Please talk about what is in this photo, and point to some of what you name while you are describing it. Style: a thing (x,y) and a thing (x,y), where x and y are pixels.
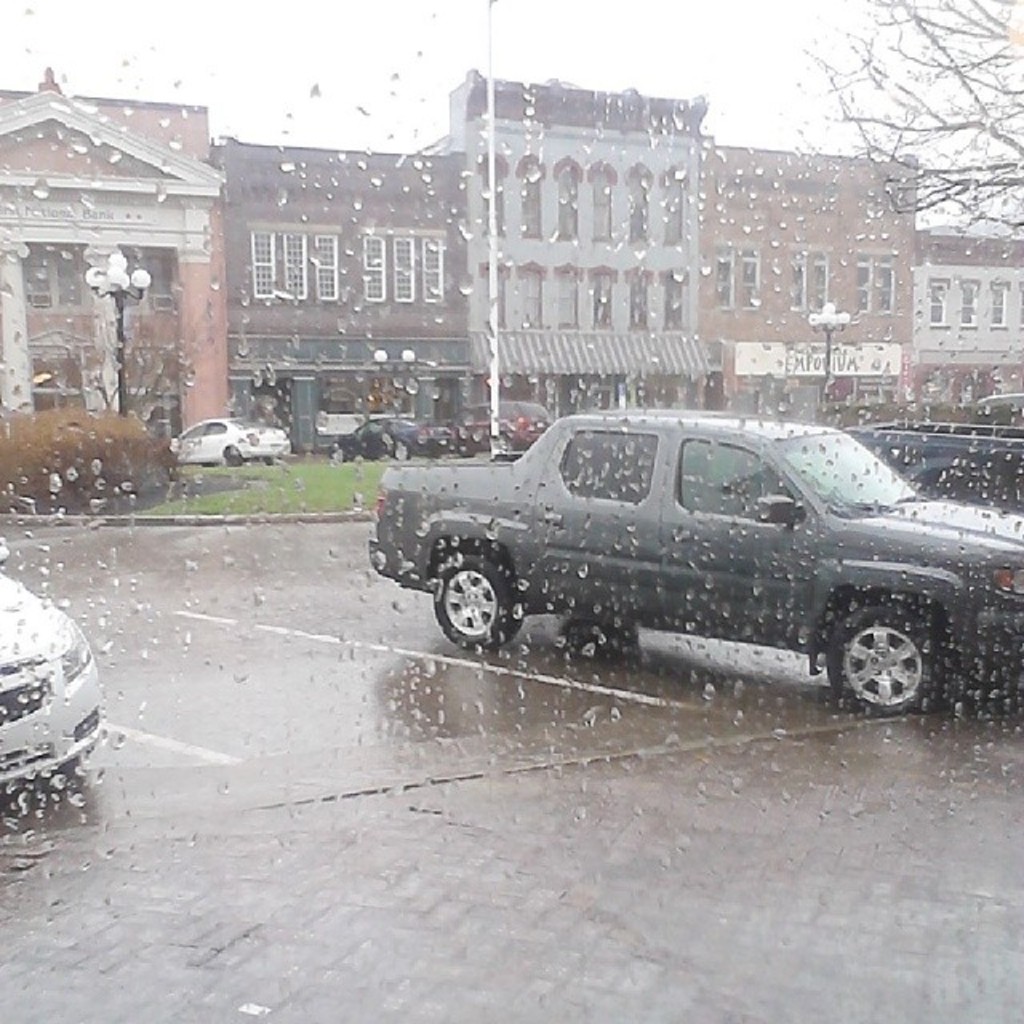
In the image we can see a glass (82,619). Through the glass (112,188) we can see some vehicles (412,437) and poles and plants (71,494) and grass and trees (998,22). Behind them there are some buildings (85,139). At the top of the image (352,59) there is sky (51,18).
